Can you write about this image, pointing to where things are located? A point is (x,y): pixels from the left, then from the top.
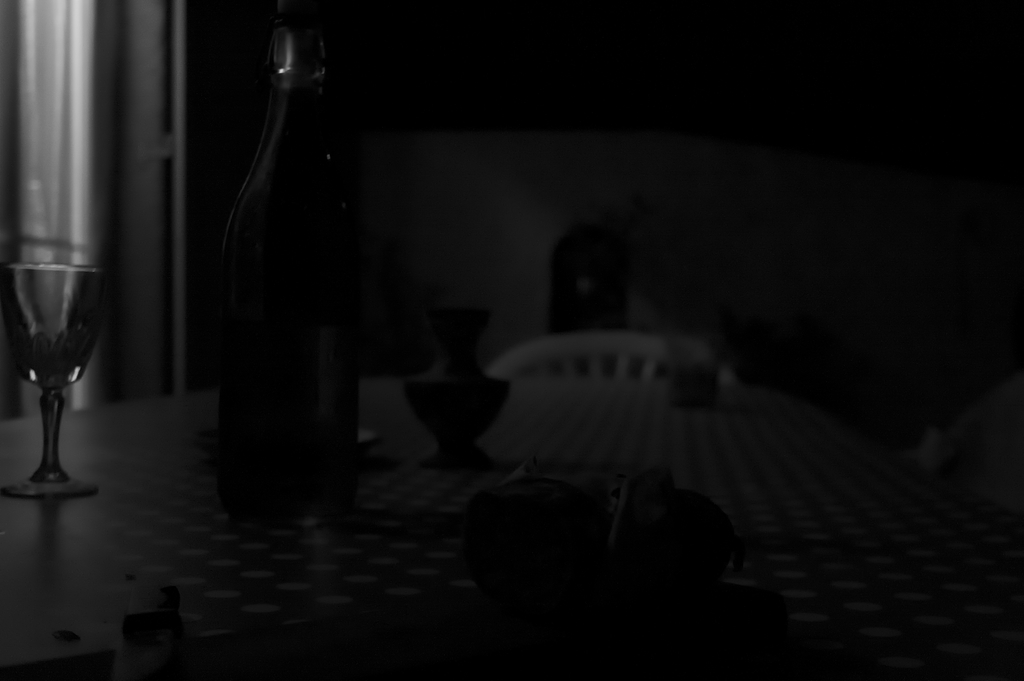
In this image there is a table (709,483) and we can see a glass (93,341), bottle (319,458), vase (451,457) and some objects (550,535) placed on the table (550,446). In the background (521,361) there is a chair (534,368) and a wall (626,213).
